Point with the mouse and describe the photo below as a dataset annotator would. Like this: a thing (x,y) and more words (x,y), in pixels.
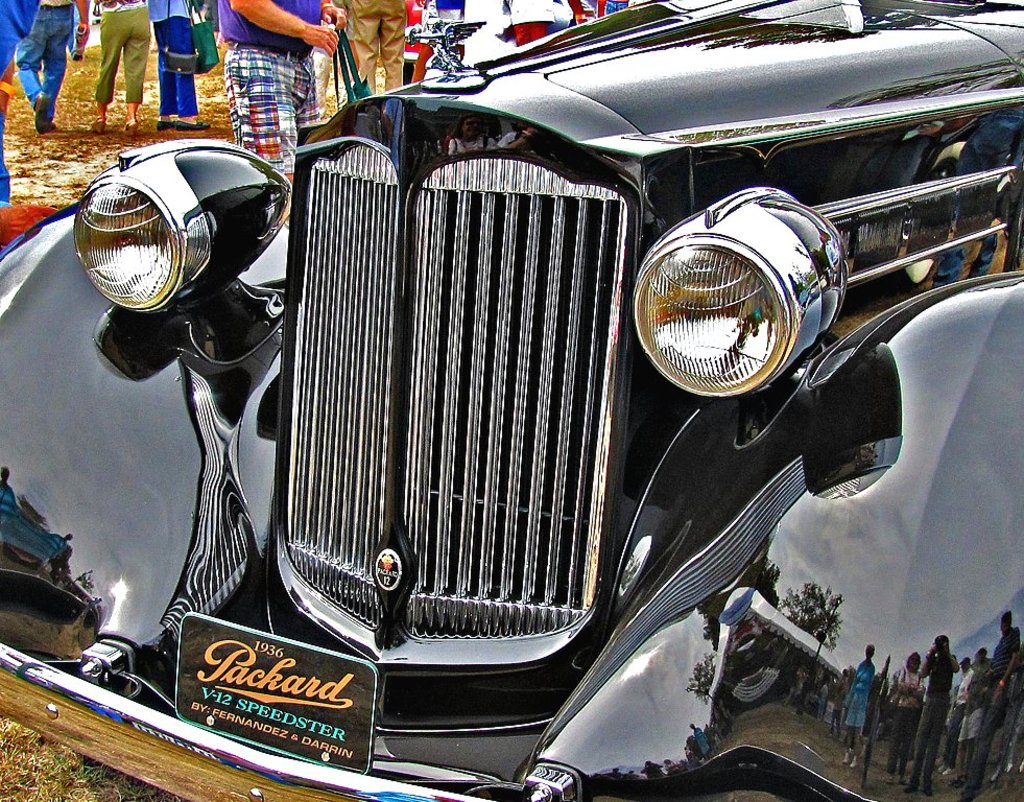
In this picture, we can see few people (364,67) and among them a few (161,74) are holding some objects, vehicle (443,45), ground (222,76) with grass (221,93).
